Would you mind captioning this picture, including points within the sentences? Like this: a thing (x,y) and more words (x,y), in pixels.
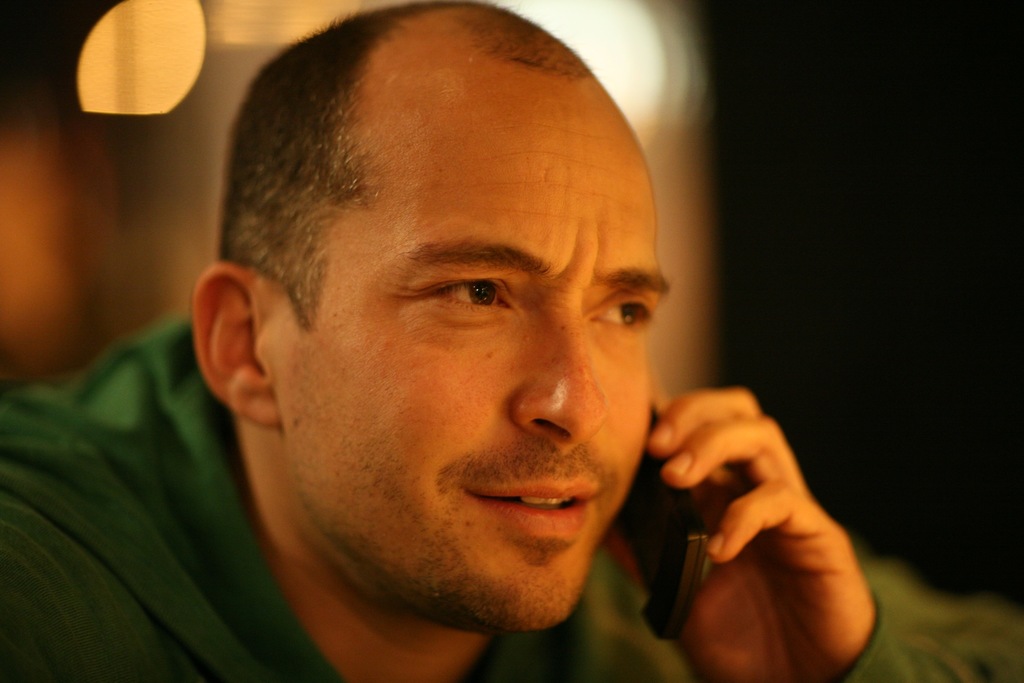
In this image there is a person (440,416) wearing a green jacket (121,550). He is holding a mobile (664,480) in his hand (733,514). Background (957,342) is blurry.
